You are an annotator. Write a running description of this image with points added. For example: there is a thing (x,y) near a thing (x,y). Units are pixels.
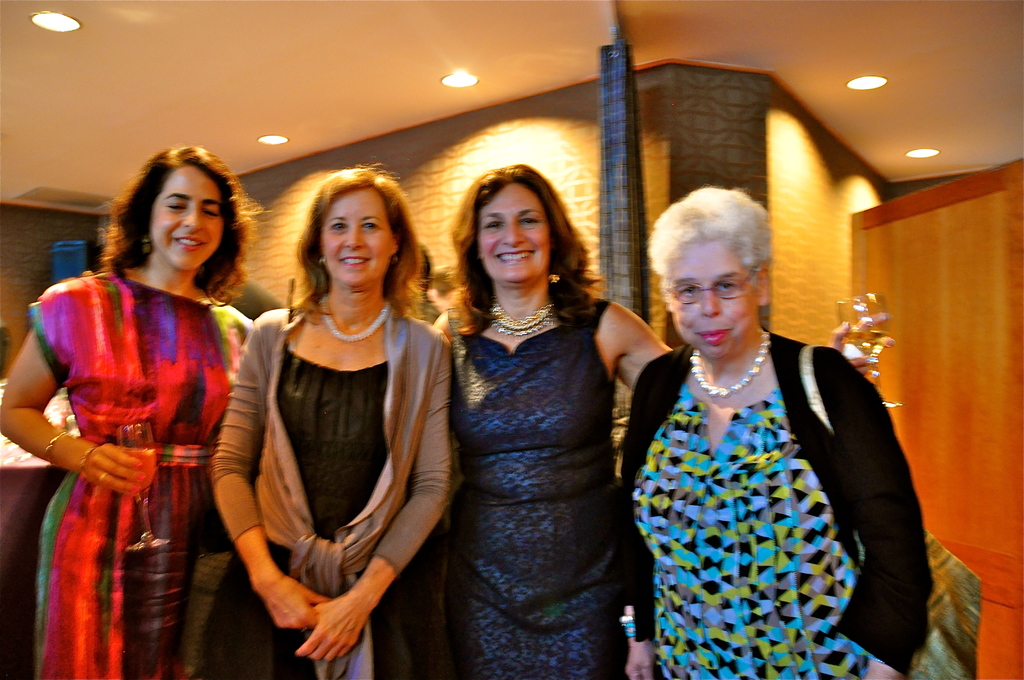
In this image, we can see some women (516,467) standing and they are smiling, in the background (623,135) there is a curtain (615,161) and there are some lights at the top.
